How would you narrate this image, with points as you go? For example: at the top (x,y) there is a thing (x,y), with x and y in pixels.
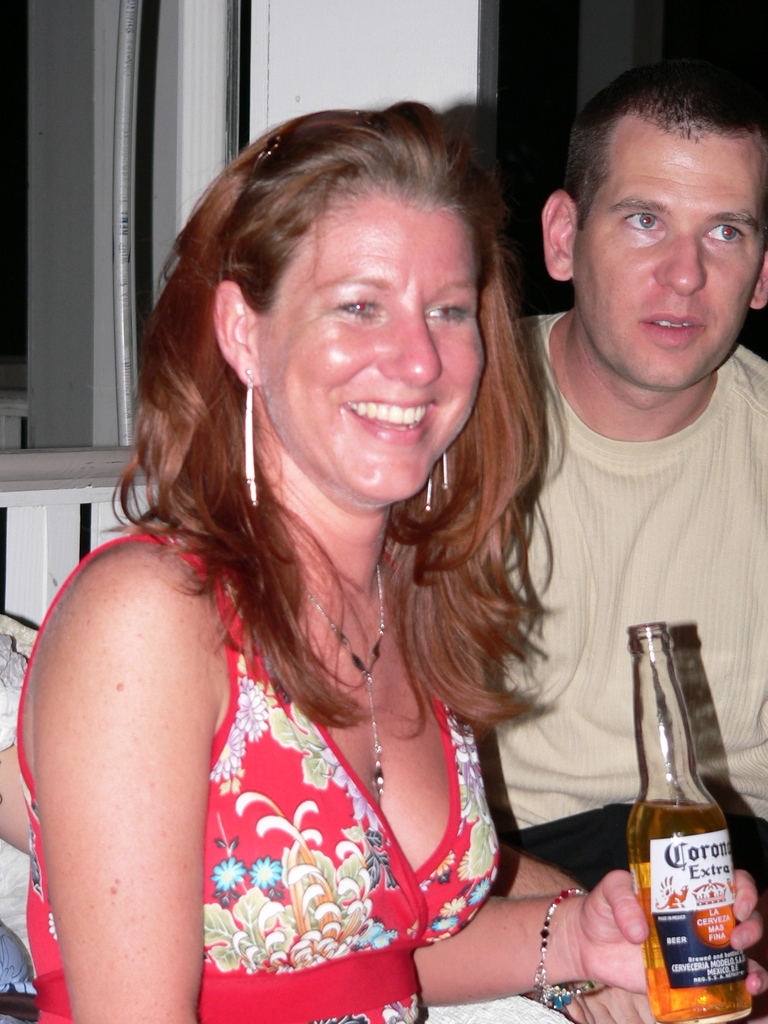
In this image i can see a man (683,237) and a woman (477,251), the woman (381,301) is laughing and holding a bottle (649,825) in her hand (627,874). At the background (55,331) i can see a window (47,291).
